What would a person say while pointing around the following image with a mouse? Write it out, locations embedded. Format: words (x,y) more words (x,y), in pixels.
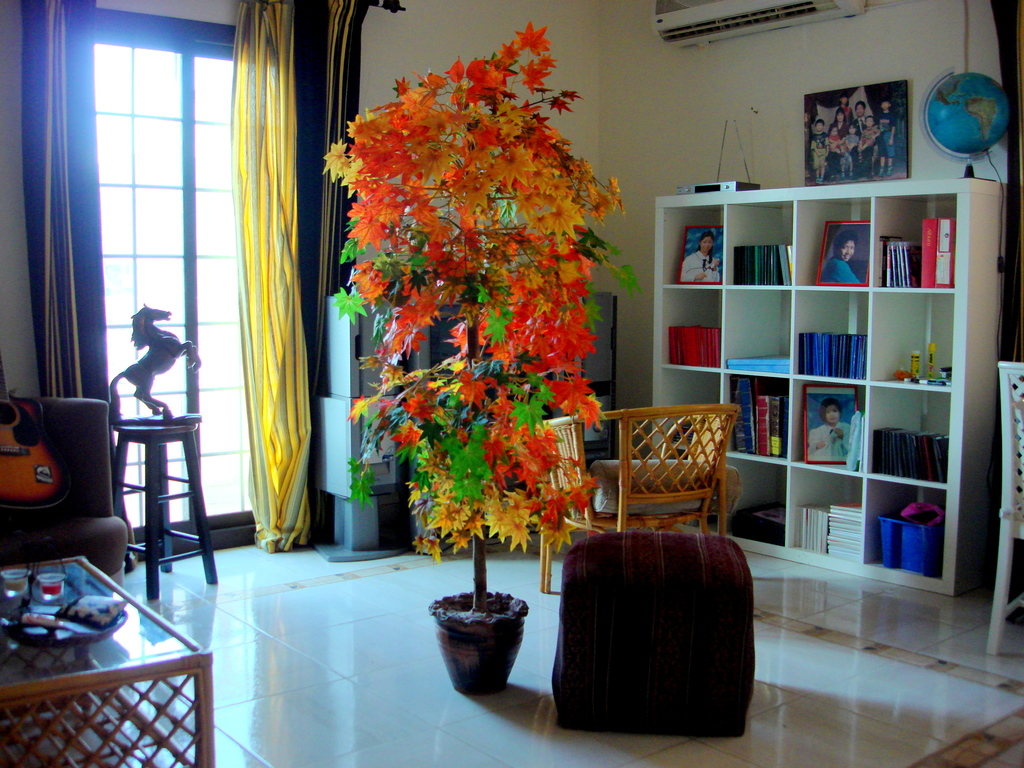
This is the inside view of a room (723,85) where we can see a plant (520,376), table (91,645), sofa (86,480), guitar (15,415), stool (178,429), statue (176,345), chairs (619,471) and the floor (551,746). On the right side of the image (837,432), we can see so many books (827,356) and photographs (807,395) are arranged on shelves (941,483). At the top of the image (840,168), we can see AC (778,3) and a photo frame (817,116) on the wall (692,95). In the background (284,211), we can see a door (176,214), curtains (285,253) and some objects (353,390). On the table (110,733), we can see glasses (4,583) and some objects (49,635).
